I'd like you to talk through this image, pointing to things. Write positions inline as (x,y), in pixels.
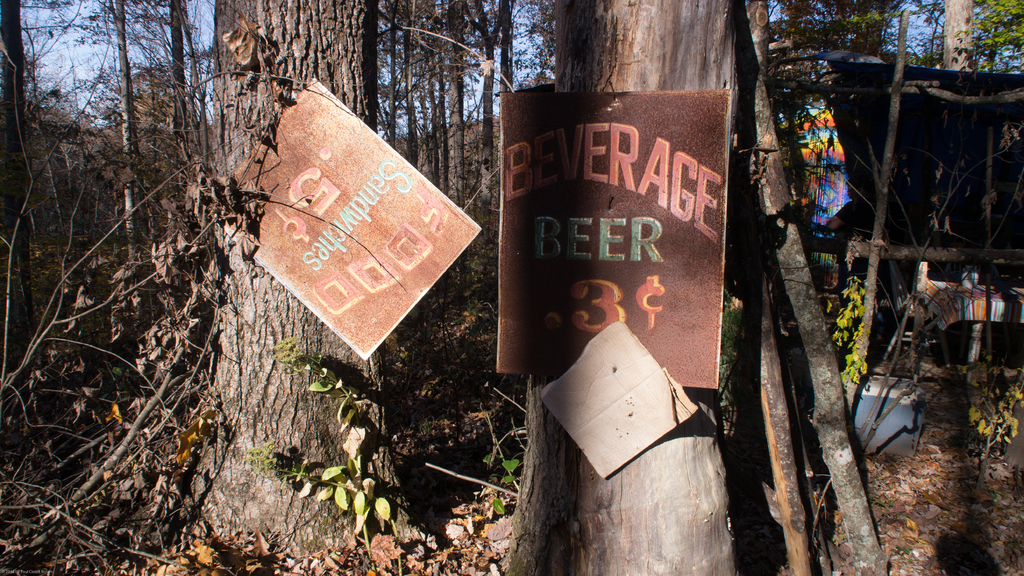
In this image there are a group of trees (617,485), and on the trees (470,211) there are some signs (378,210) and on the right side (979,270) there are some objects (878,83). At the bottom (954,494) there is grass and dry leaves (916,477).
